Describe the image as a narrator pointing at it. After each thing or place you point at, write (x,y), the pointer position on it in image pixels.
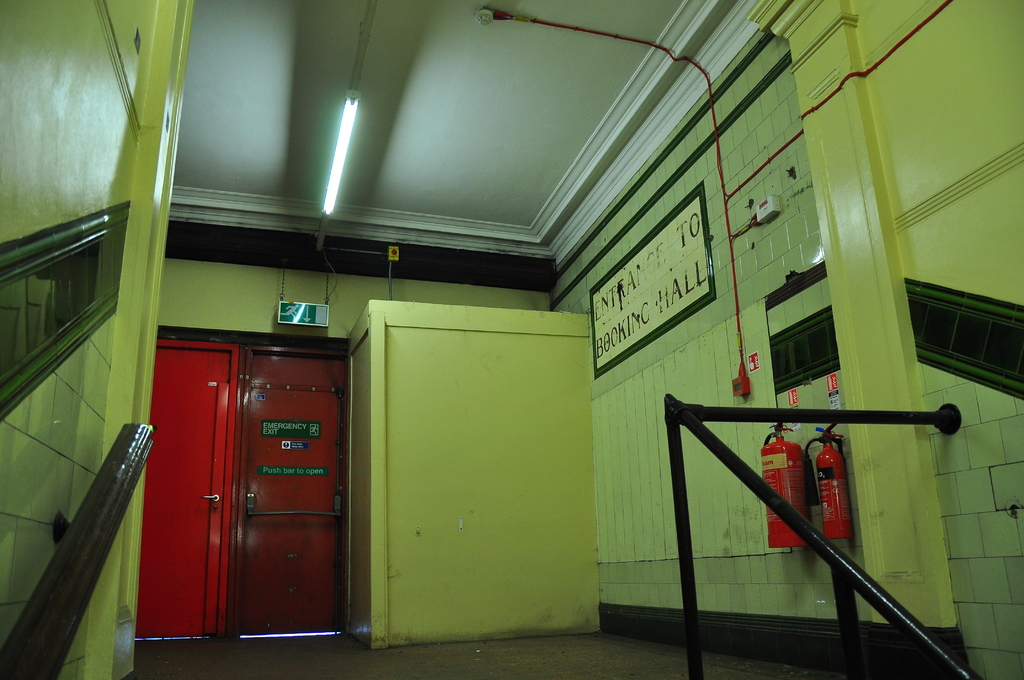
On the left side of the image (68,393) there is a wall (50,388) with railing (9,658). And on the right side of the image (893,382) there is a wall (1022,356) with railing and also there are fire extinguishers (806,463) are on the wall (824,155). And also there are red pipes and a poster (654,288) with something written on it. Beside that there is a small room (418,432). In the background (284,442) there are two red doors (238,466) with something written on it. Above that there is a sign board (300,312) hanging with chain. At the top of the image (327,186) there is a tube light (325,206).
